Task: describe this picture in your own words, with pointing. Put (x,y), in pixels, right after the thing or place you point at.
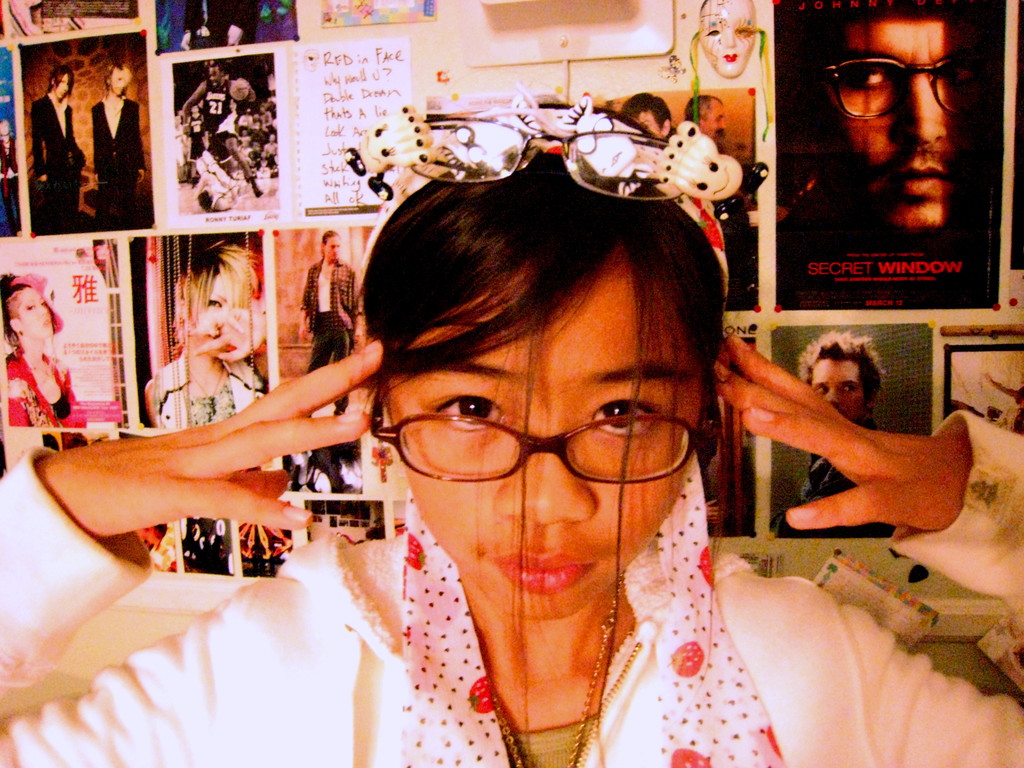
In this image we can see a person (626,622). On the person head (717,410) we can see a spectacle (603,163). Behind the person (325,382) we can see a wall (337,165). On the wall (163,363) there are groups of photos (297,231) of the persons (905,203) and we can see a paper (355,83) with text (325,127).
